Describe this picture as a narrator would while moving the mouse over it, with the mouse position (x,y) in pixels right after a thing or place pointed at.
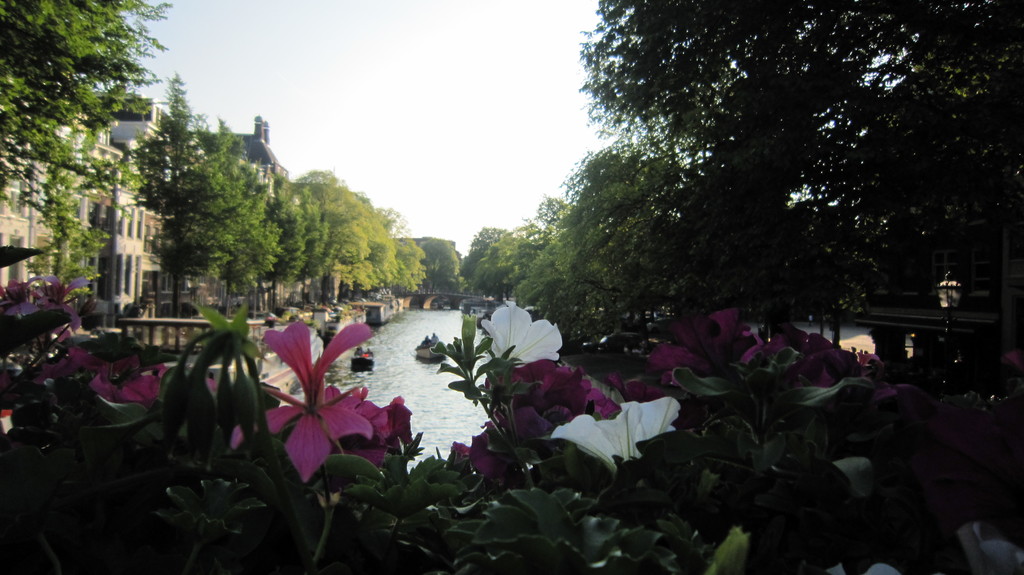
In this image there is a lake (436,377) in middle of this image (391,363) and there are some buildings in the background (192,289). There are some buildings (161,285) on the left side of this image (248,298) and there is a sky (392,143) on the top of this image (421,104).
